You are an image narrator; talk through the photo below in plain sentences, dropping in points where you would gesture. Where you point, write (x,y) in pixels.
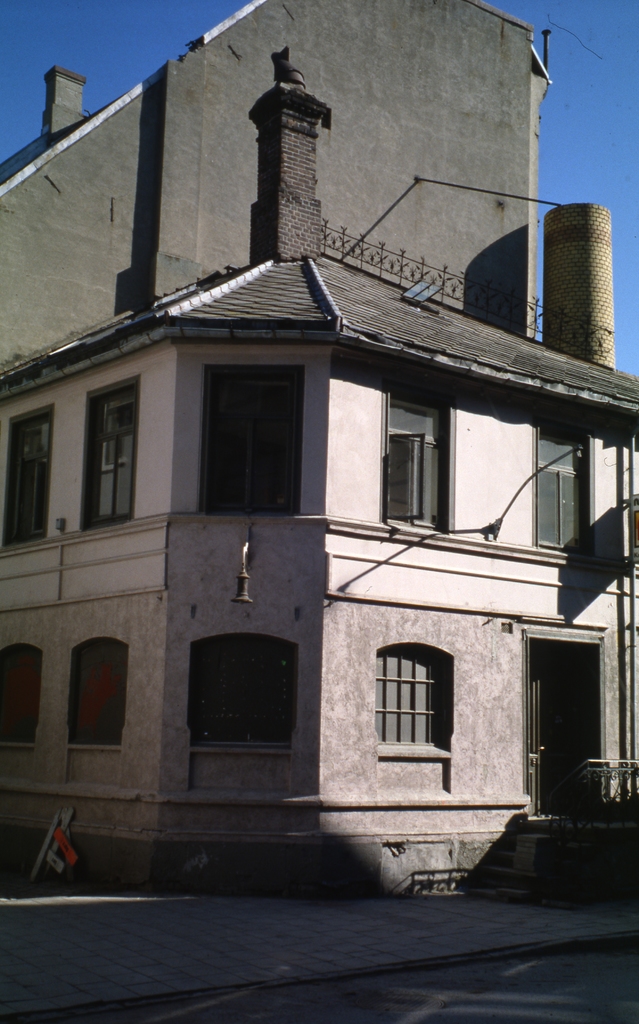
In this image there is a building (275,614) and in front of the building (494,849) there are stairs (530,873). At the back side (161,60) there is sky (118,41).
